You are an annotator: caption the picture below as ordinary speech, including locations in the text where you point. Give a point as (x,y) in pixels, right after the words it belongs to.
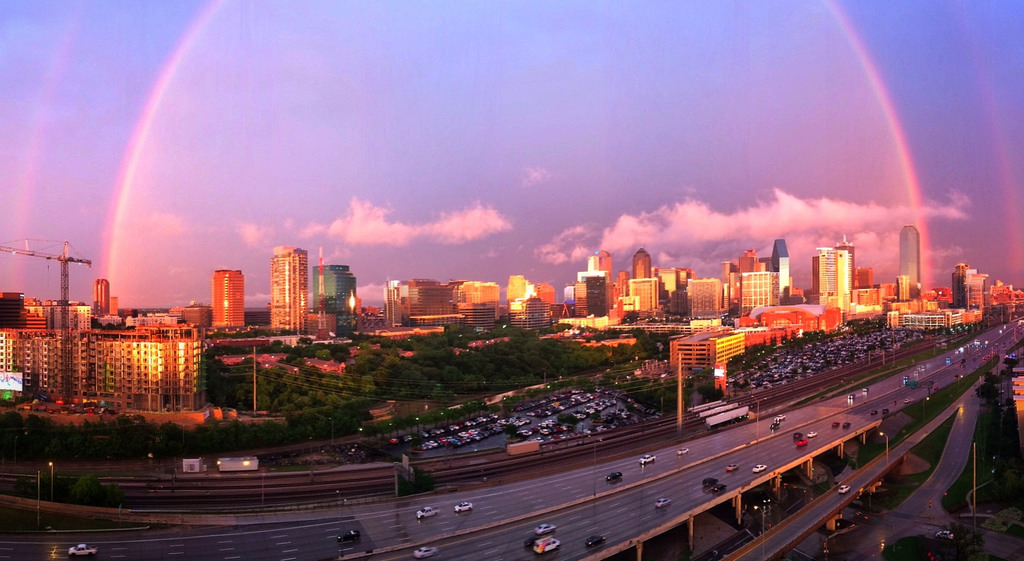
In this picture we can see few vehicles (537,410), trees (494,385), buildings (226,309) and lights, on the left side of the image (64,322) we can see a crane (64,249), and also we can see few poles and clouds (646,229).
